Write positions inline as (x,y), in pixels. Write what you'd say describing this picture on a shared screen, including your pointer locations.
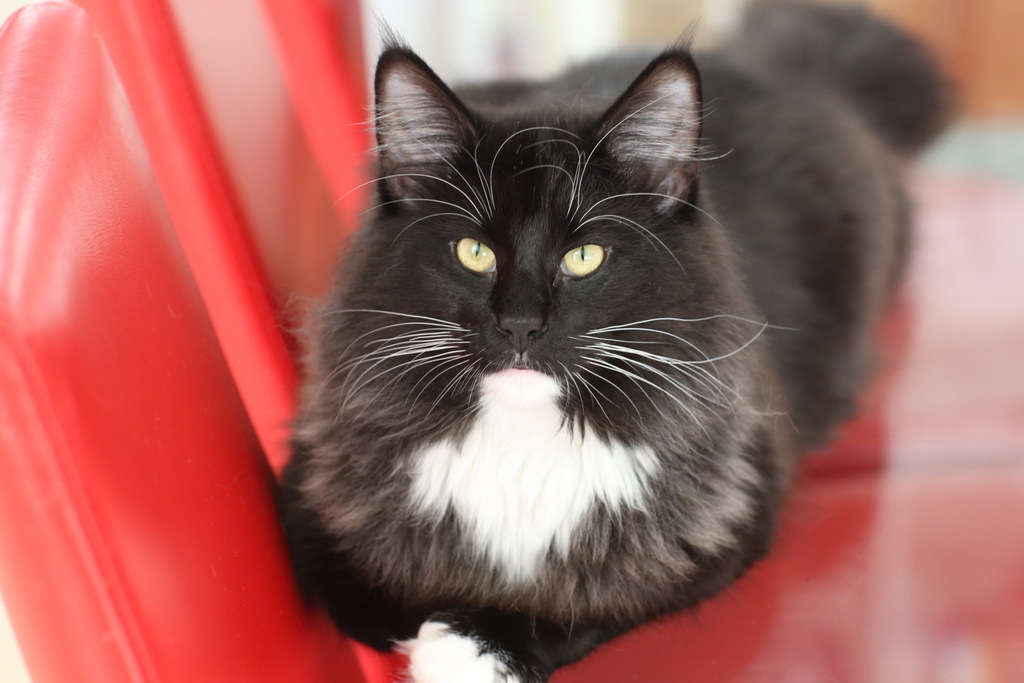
In this picture, we see a black cat (712,251). It is staring at something. This cat (452,327) is on the red color seat (744,652) or a chair (264,272). In the background (529,41), it is in white and brown color. This picture is blurred in the background (512,50).
